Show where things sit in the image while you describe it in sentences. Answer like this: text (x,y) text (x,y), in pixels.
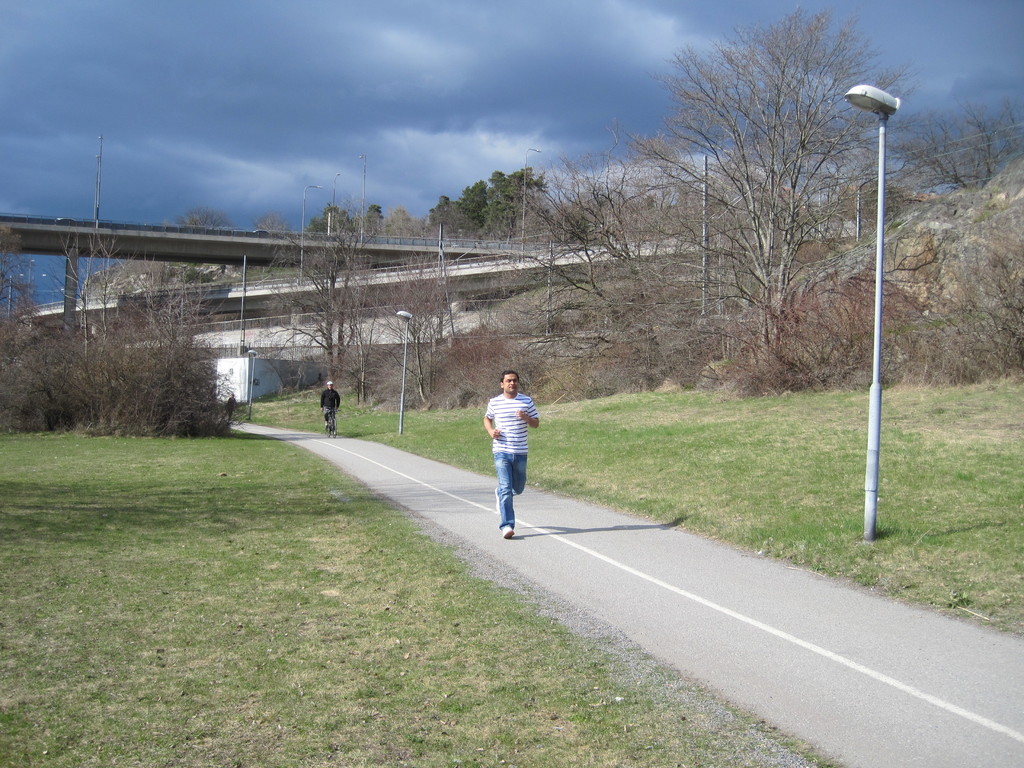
In the image there is a cloudy sky (326,89), A person (511,438) is running on the road (544,553), A person (336,425) is walking on the road (353,461), there is a street light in image, grassy land (193,565) and many trees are there in the image.
